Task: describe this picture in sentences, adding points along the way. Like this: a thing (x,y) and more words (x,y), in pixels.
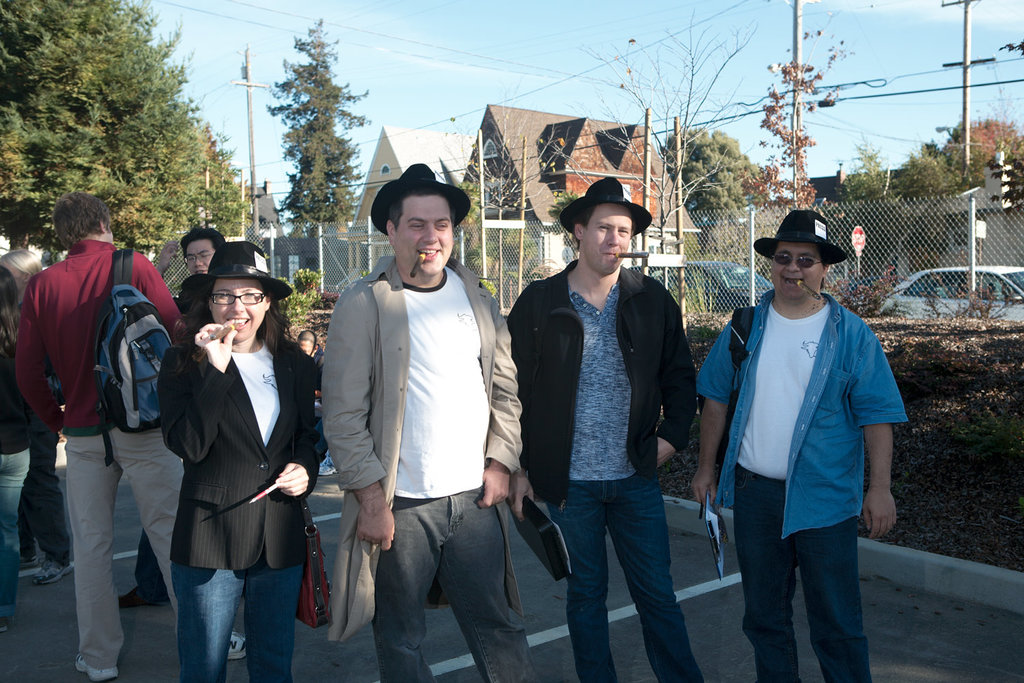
In this picture there are people (610,195) in the center of the image (653,286) and there are other people (84,522) on the left side of the image (45,479), there are trees (24,209), cars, and houses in the background area of the image (121,94).
